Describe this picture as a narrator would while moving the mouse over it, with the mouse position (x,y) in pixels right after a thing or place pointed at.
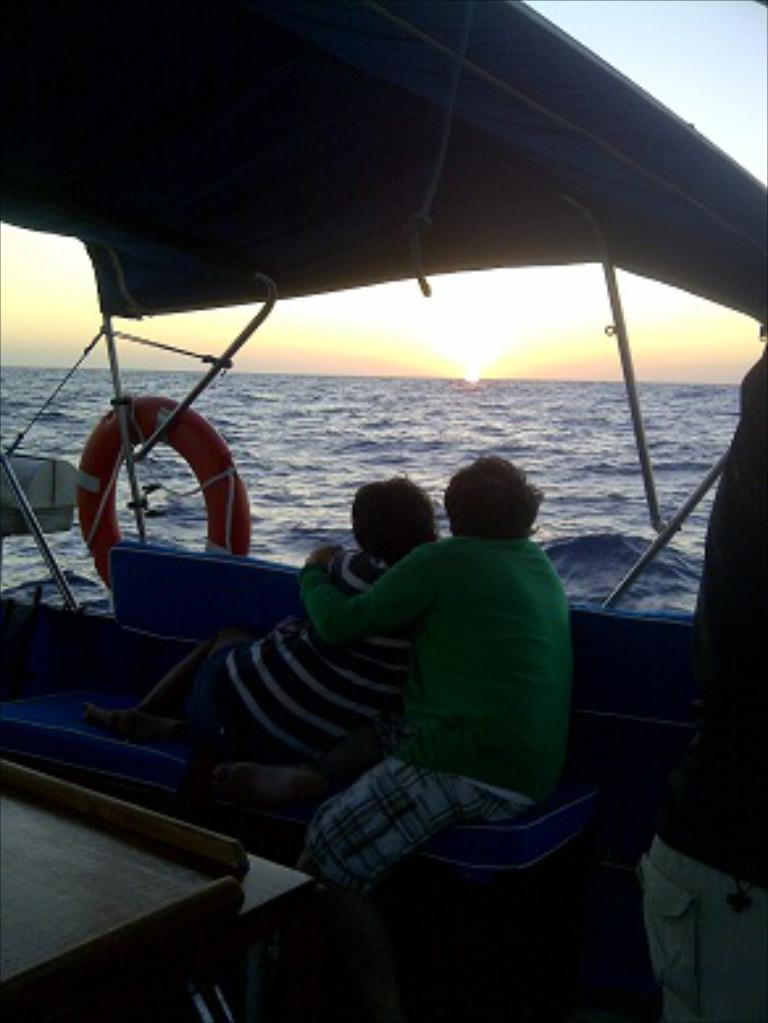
In the image there are persons (259,643) sitting on a boat (112,38) in the ocean (322,428), in the background (471,361) the sun (474,370) is setting down in the sky (652,65).
